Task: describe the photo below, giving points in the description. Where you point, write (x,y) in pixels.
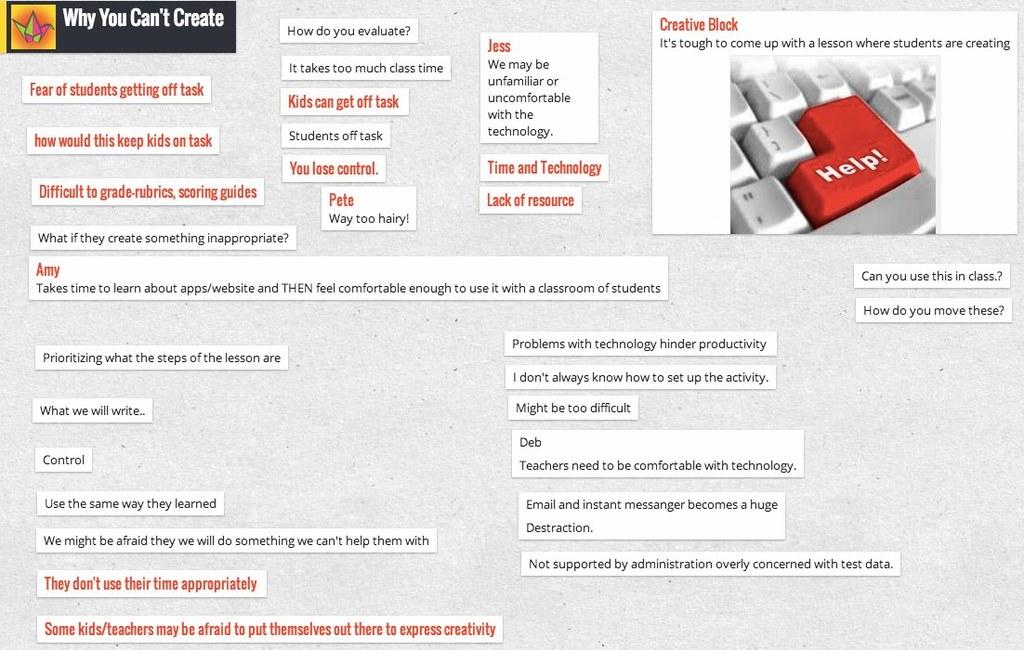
Here in this picture we can see screen shot of a picture and in that we can see some text (190,194) present and on the right side (793,100) we can also see a picture of a key board (743,217) present.
